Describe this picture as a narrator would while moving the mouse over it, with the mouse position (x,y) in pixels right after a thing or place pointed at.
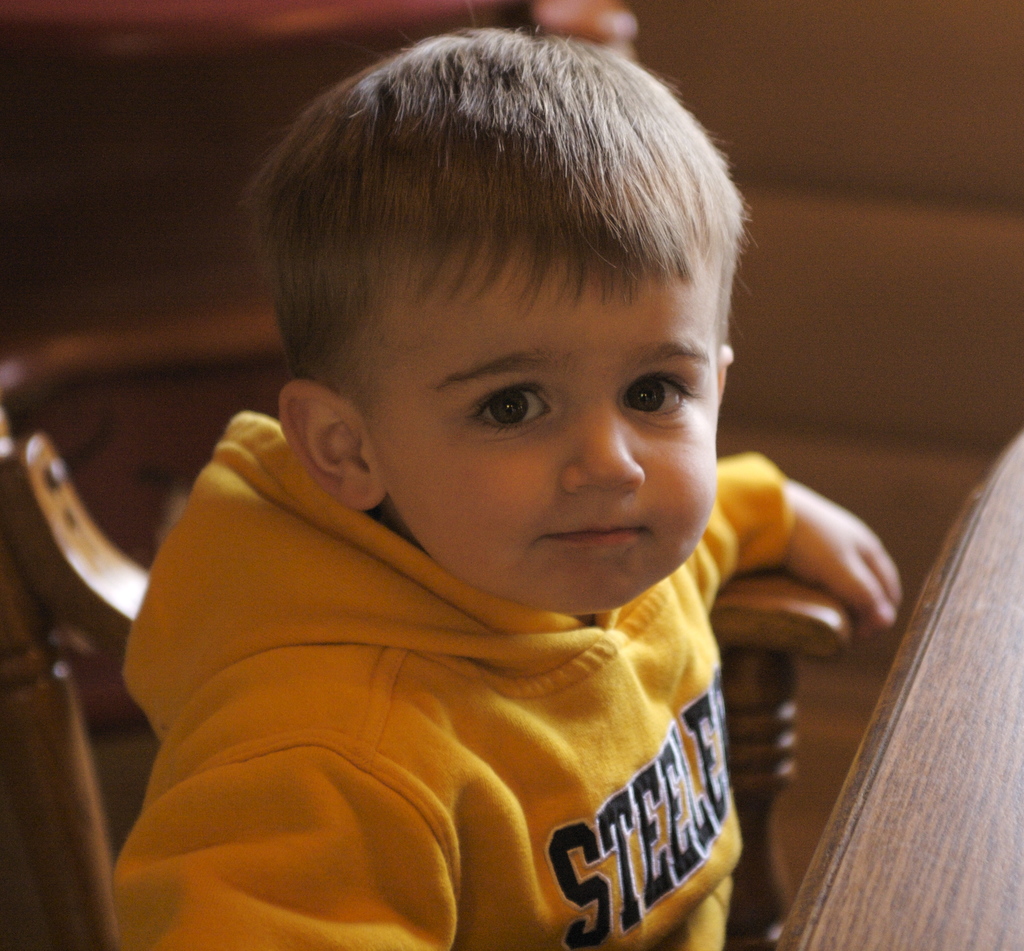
In this image a kid (729,303) wearing a yellow jacket (522,685) is sitting on the chair (751,649). Before him there is a table (929,800).
